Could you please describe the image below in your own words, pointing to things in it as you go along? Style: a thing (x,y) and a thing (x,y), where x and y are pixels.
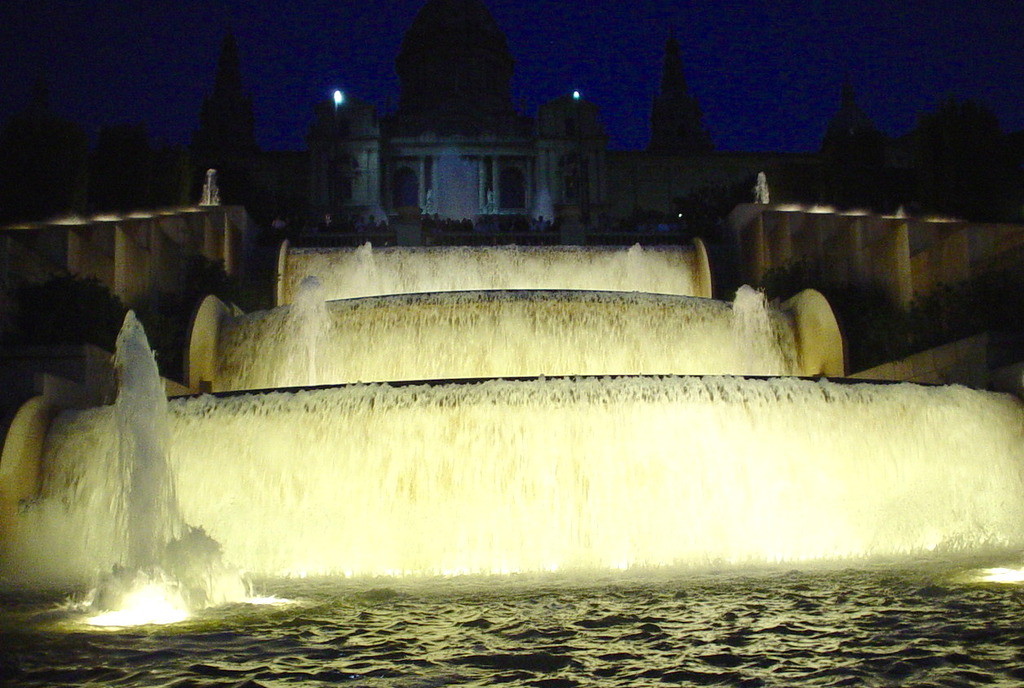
In this image, we can see a fountain (602,364) in front of the building (428,178). There is a wall (866,268) on the left (169,269) and on the right side of the image (863,278). There is a sky (636,47) at the top of the image (321,52).
